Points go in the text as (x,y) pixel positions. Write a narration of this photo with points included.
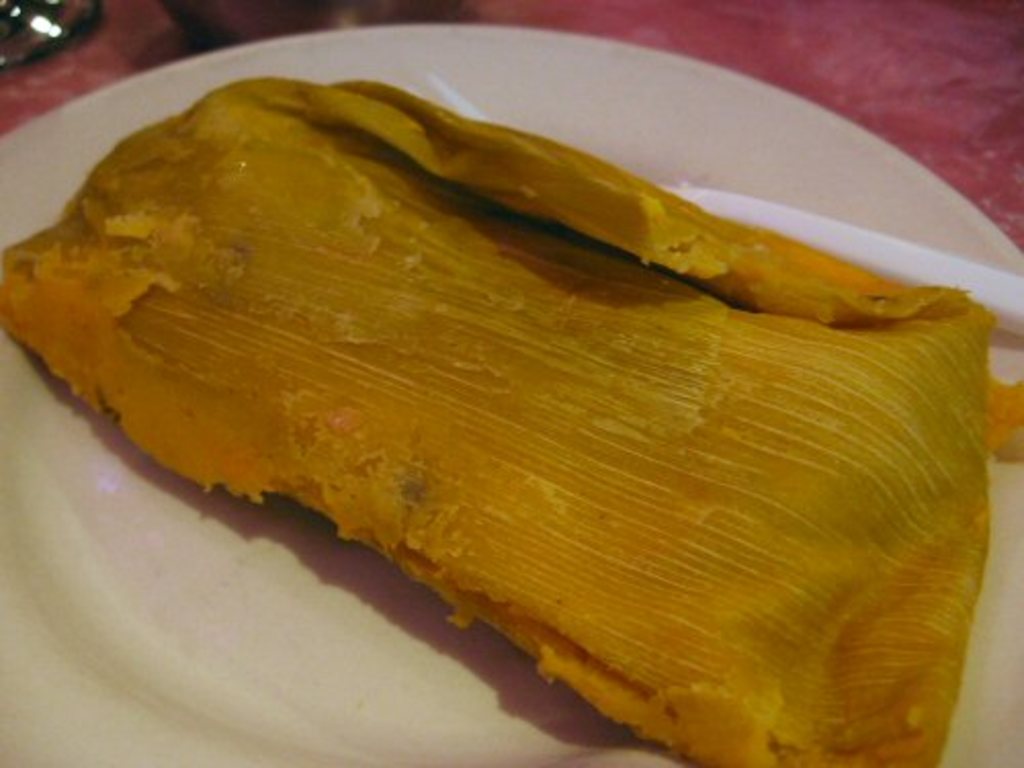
In this image there is a table (890,43), on that table (841,63) there is a plate (264,636), in that plate (264,636) there is a food item (383,371).
